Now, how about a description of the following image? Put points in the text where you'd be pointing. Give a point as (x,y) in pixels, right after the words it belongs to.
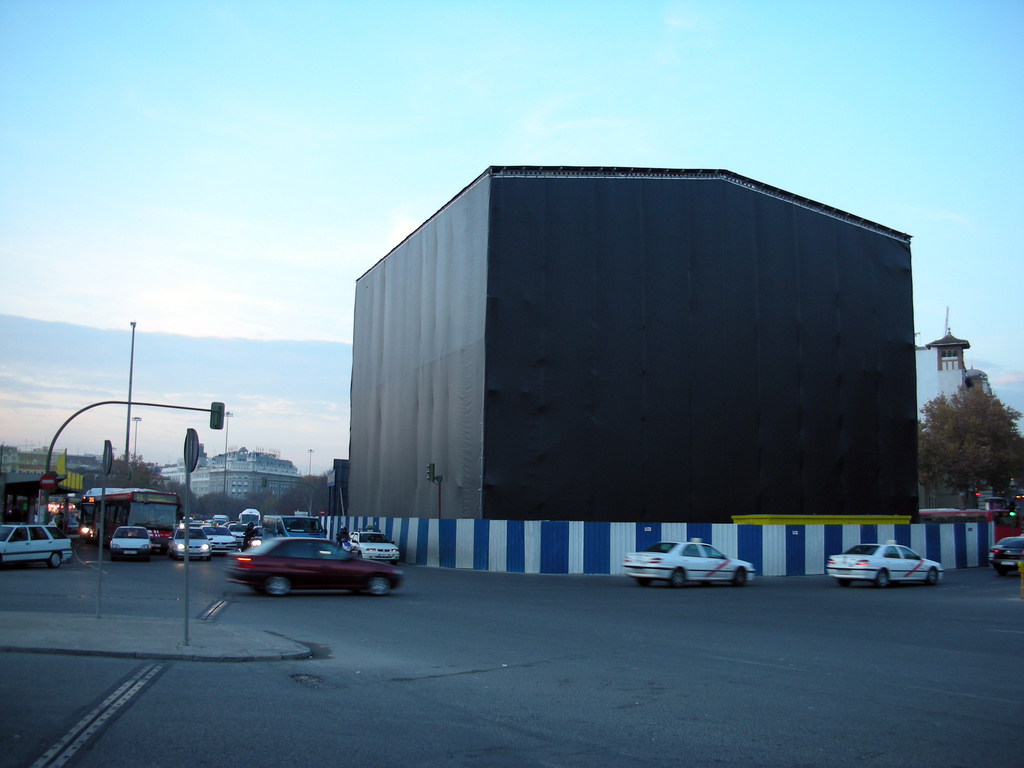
In this picture there is an object (547,348) which is in black color and there is fence (659,538) around it and there are few vehicles (310,571) on the road (463,632) and there are buildings (198,474) in the background (225,469) and there are few poles (185,464) in the left corner (198,450).
